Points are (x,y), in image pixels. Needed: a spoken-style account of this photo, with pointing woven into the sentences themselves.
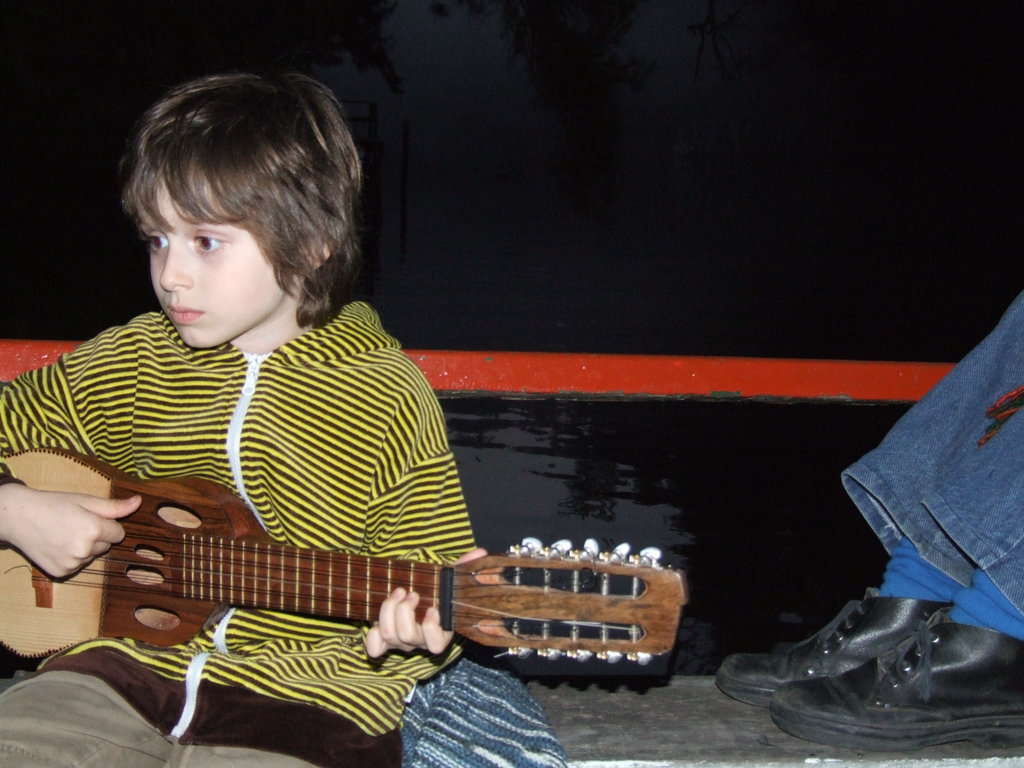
In this image there is a boy (143,128) sitting on cloth (542,765) and playing guitar (548,559), behind him there is a person legs (993,400) and some water (651,510).
